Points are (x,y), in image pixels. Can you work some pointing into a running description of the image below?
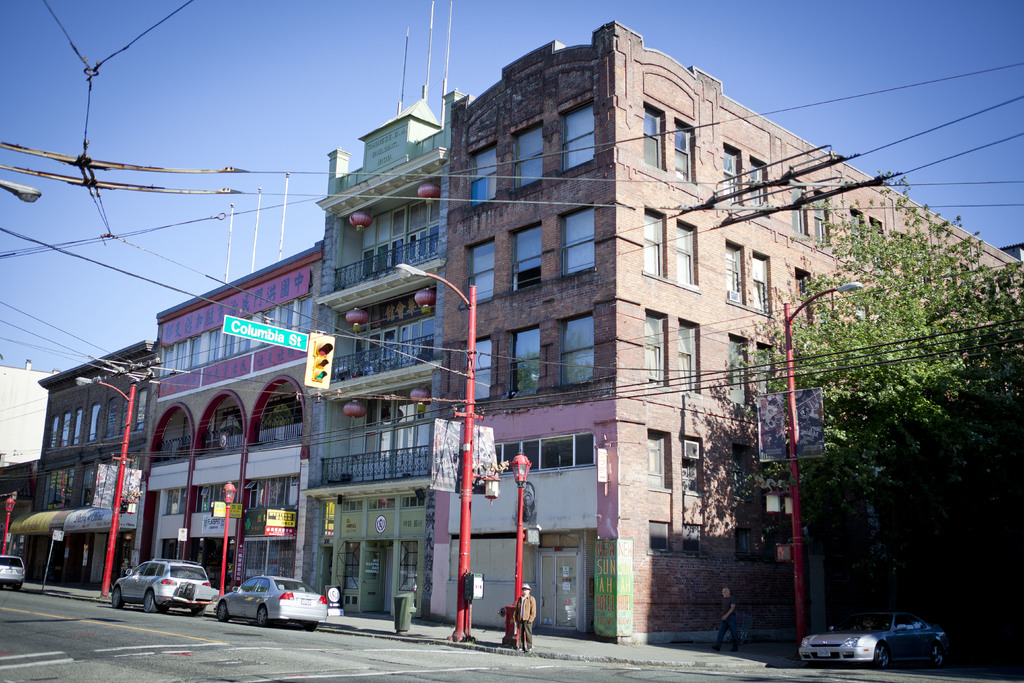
In this picture there are buildings (597,445) in the middle of the image (486,402). On the right side of the image (861,316) there is a tree (859,344). There are poles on the footpath (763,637) and there are two persons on the footpath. There are vehicles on the road (245,638). At the top (229,18) there is sky (309,71) and there are wires (399,175). At the bottom (256,635) there is a road (184,646).
